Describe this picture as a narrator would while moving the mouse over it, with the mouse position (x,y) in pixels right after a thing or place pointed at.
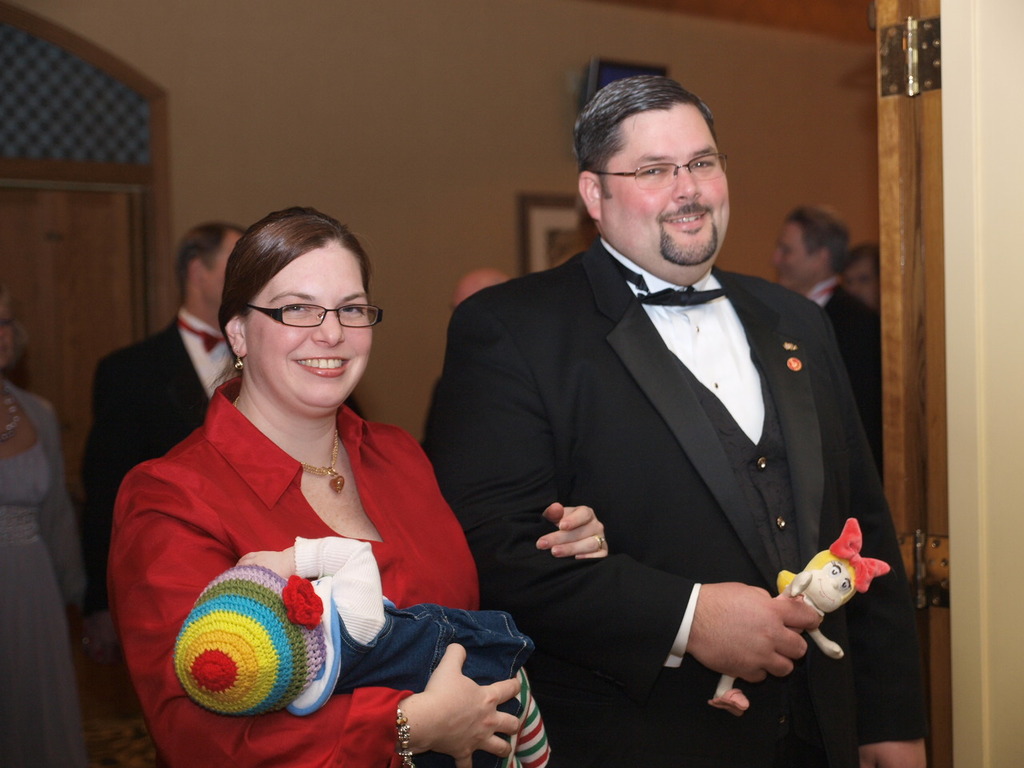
In this image there are many people (484,458). In the foreground (555,605) there is a couple (432,538) standing with a baby (417,640). There is a wall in the background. There is a door (86,207) on the left side (32,218).
